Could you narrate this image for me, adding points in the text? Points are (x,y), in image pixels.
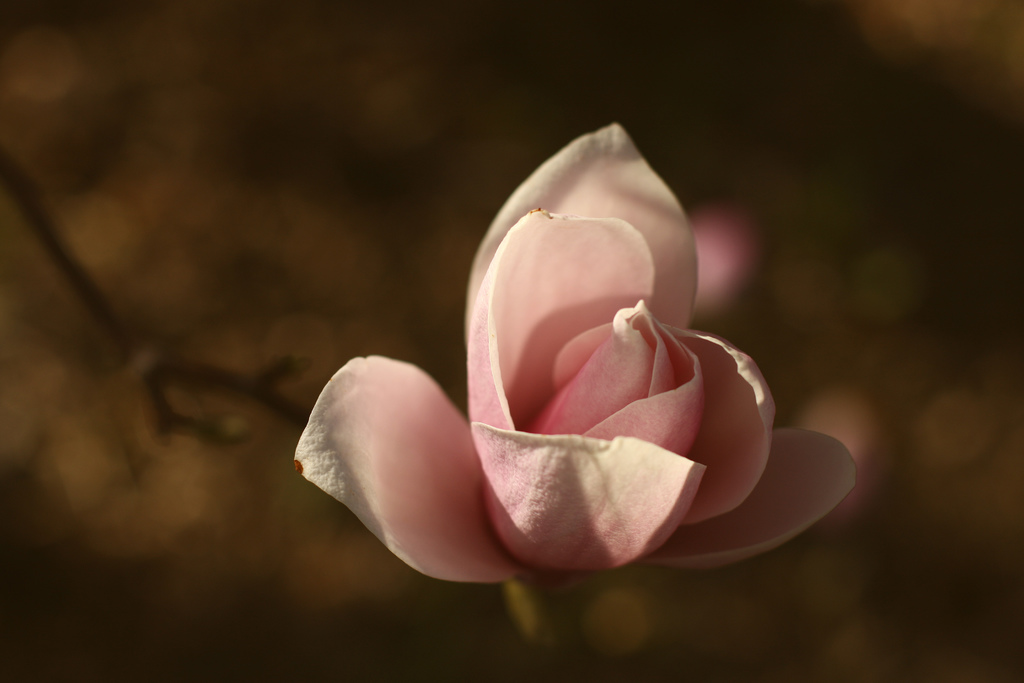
In the center of the image (671,288), we can see a flower (367,419) and the background (19,43) is not clear.
